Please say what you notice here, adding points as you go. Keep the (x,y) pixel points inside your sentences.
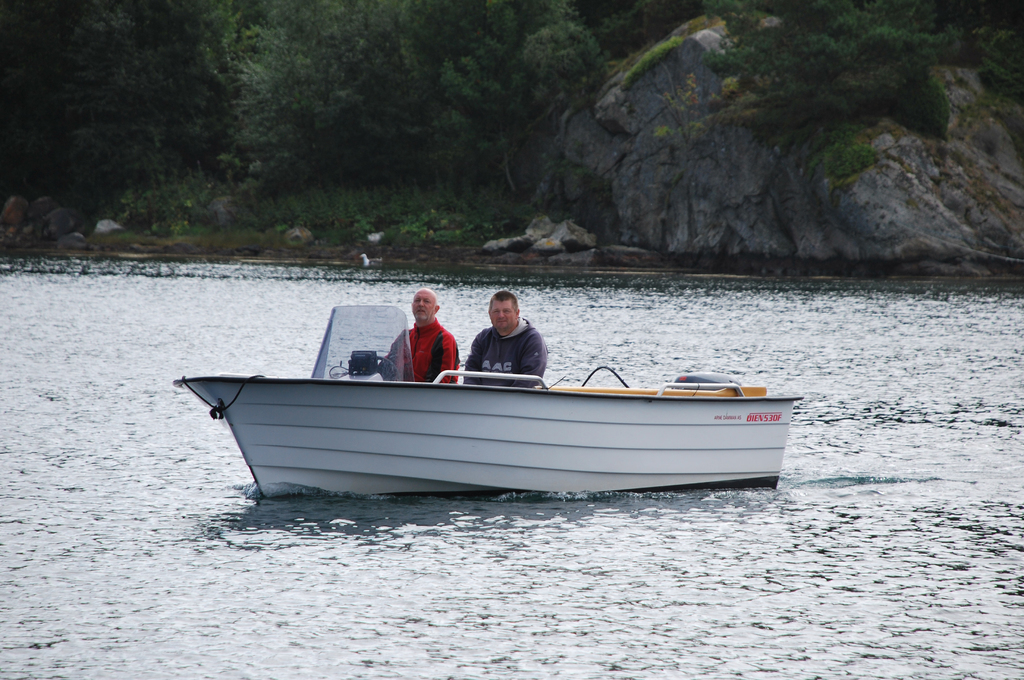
In this picture there is a boat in the center of the image (358,375) in the water (422,278) and there are two people (536,335) in it, there are rocks (718,191) and trees (91,0) in the background area of the image (492,104).
